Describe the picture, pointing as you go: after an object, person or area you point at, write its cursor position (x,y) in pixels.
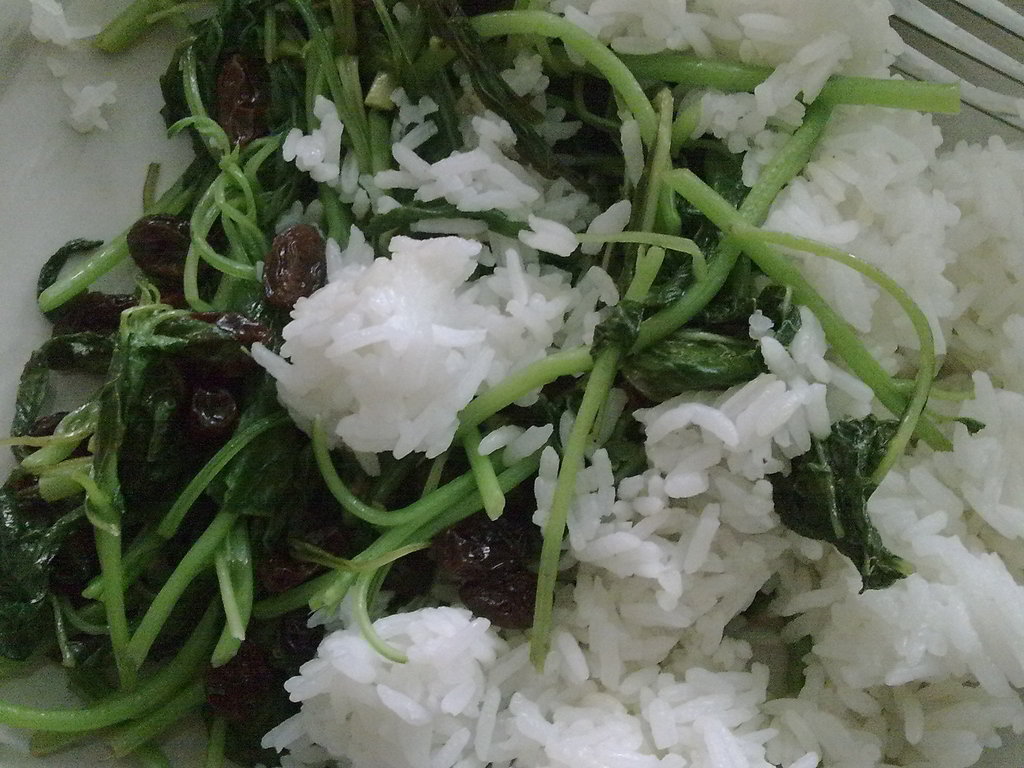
In this picture we can see food (357,375) on the surface (112,179).
